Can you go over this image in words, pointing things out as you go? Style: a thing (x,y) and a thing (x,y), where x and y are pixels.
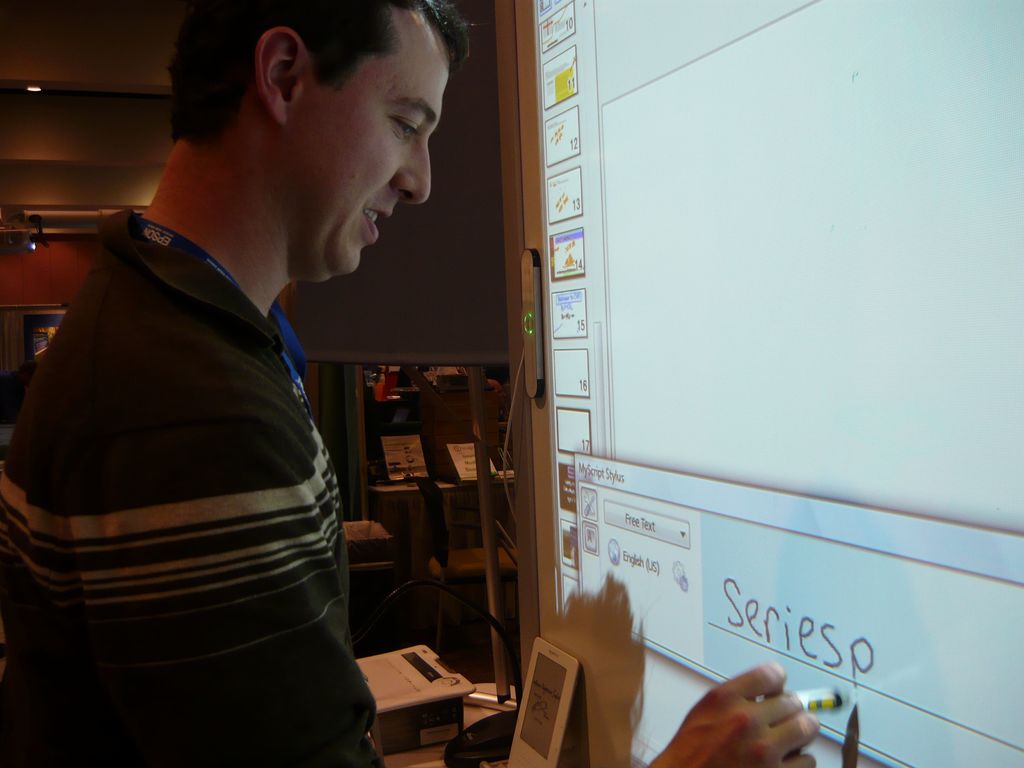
In this picture we can see a man (191,437) wearing a tag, he is holding a marker (808,700) in his hand (767,718) and writing. We can see the screen (865,602). We can see some devices (532,709). At the top (34,40) we can see the ceiling (63,119) and the lights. In the background (80,248) we can see the wallboard (435,262), pole (489,557) and some objects (471,506).
